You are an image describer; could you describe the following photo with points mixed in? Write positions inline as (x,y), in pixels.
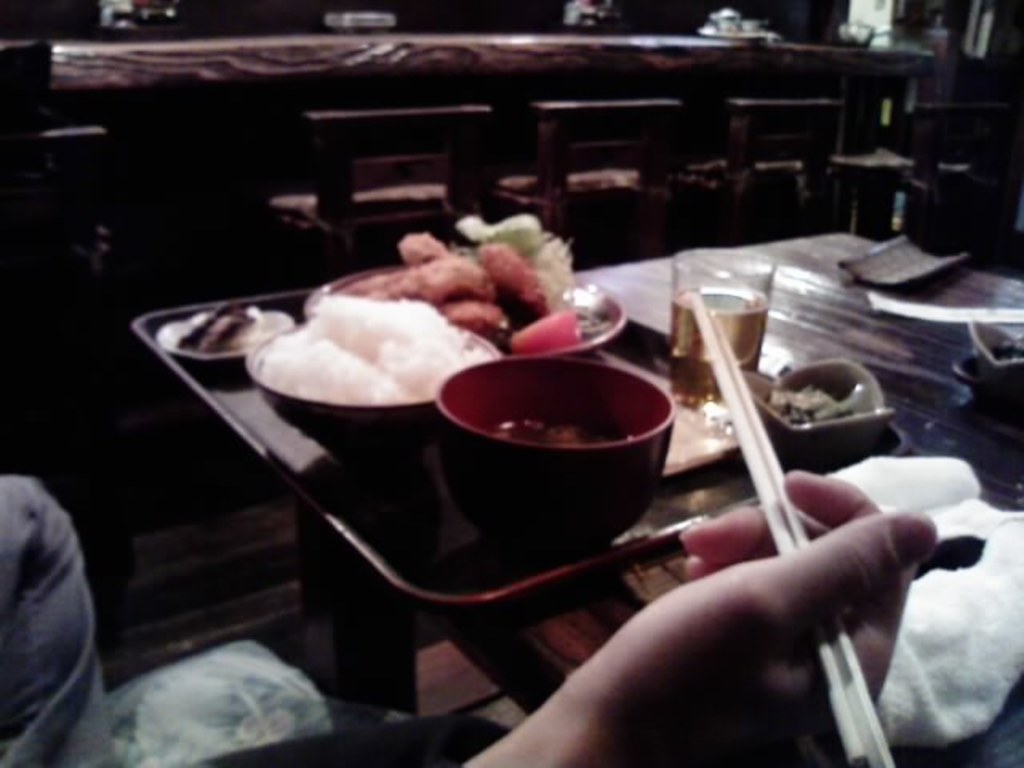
On the right bottom corner (709,641) who is holding a chopsticks (786,546). On the table (787,295) there is a tray (480,553), on that there is a bowl (560,402) and a plate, in which there is a food (437,312). Here it's a glass (749,303).
